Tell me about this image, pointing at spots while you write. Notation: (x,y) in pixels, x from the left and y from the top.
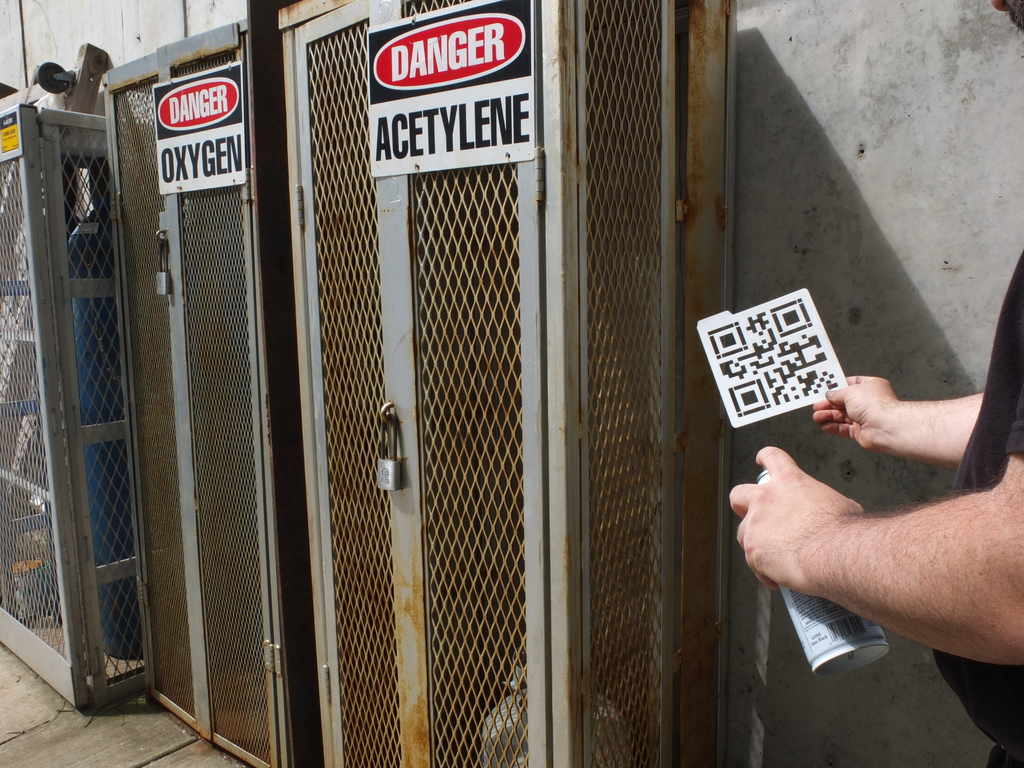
Here in this picture on the right side (963,514) we can see a person (963,527) standing and he is holding a spray bottle (851,625) and a QR code (785,352) in his hands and in front of him we can see some cupboards (161,233) with danger symbol (209,132) on it present over there.
